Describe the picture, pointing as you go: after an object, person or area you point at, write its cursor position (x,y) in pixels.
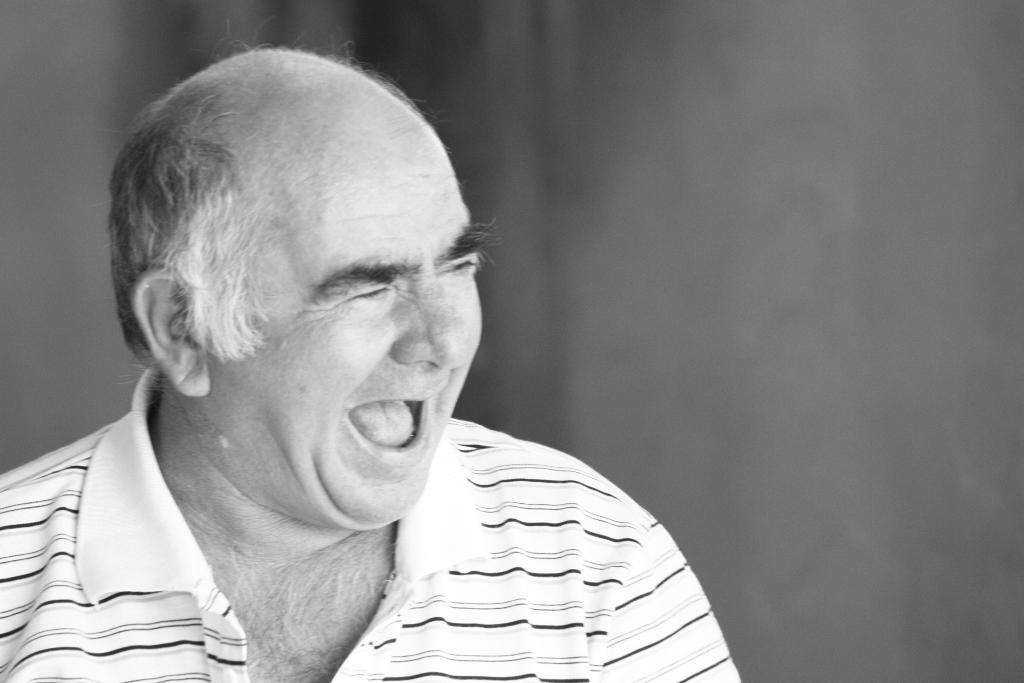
There is one man (281,517) present on the left side of this image (242,461) is wearing a white color t shirt (505,582) and it seems like a wall (664,166) in the background (520,76).
